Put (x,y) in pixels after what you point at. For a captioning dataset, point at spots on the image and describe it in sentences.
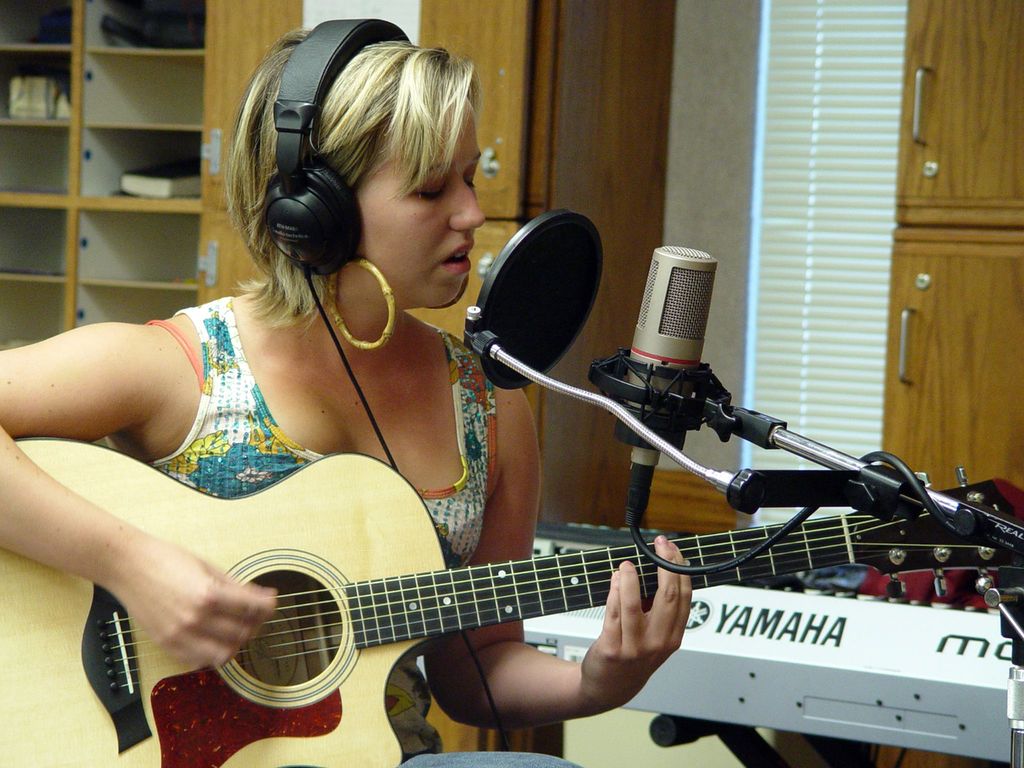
In this image a woman (365,221) is sitting on the chair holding a guitar (57,668) in her hands (193,621), wearing head sets (298,228) and singing in a microphone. In the background (524,57) there is a wooden shelf (98,108), wall (708,137) window blind (771,208) and doors (898,184).
